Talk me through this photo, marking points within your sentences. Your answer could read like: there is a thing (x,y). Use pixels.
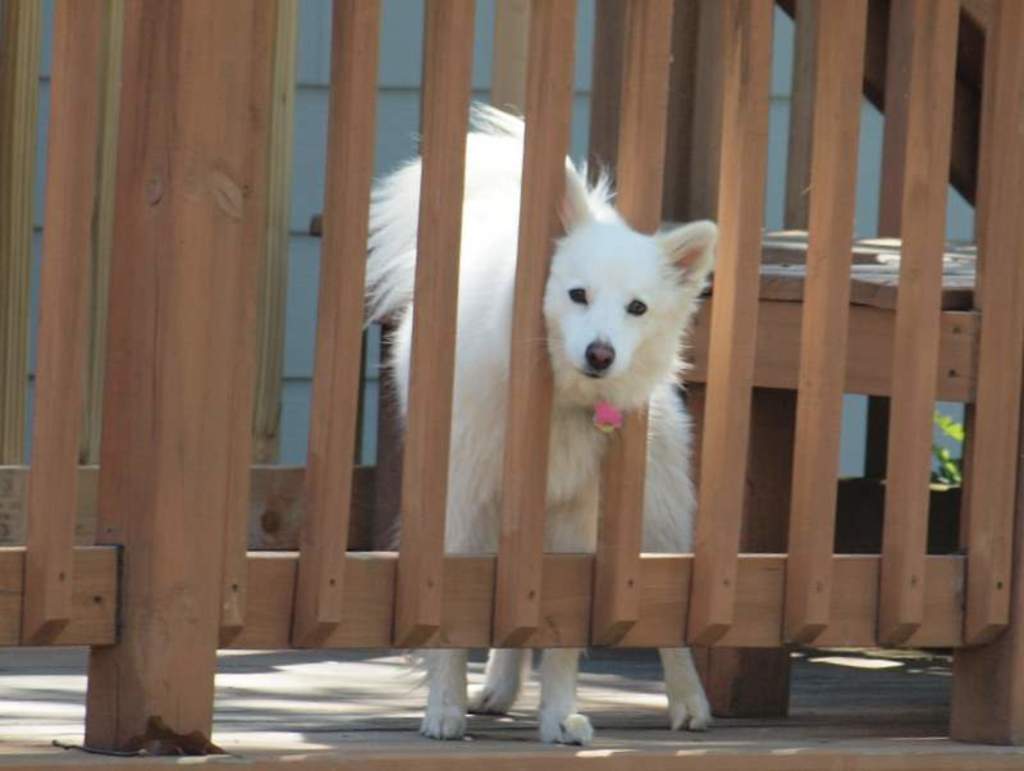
In this image I can see wooden fencing (524,286) in the front (619,439) and in the centre of the image (614,306) I can see a white colour dog (564,544) is standing. On the right side of this image (956,439) I can see few green colour leaves (947,453) and I can also see shadows (873,714) on the ground (26,726).
